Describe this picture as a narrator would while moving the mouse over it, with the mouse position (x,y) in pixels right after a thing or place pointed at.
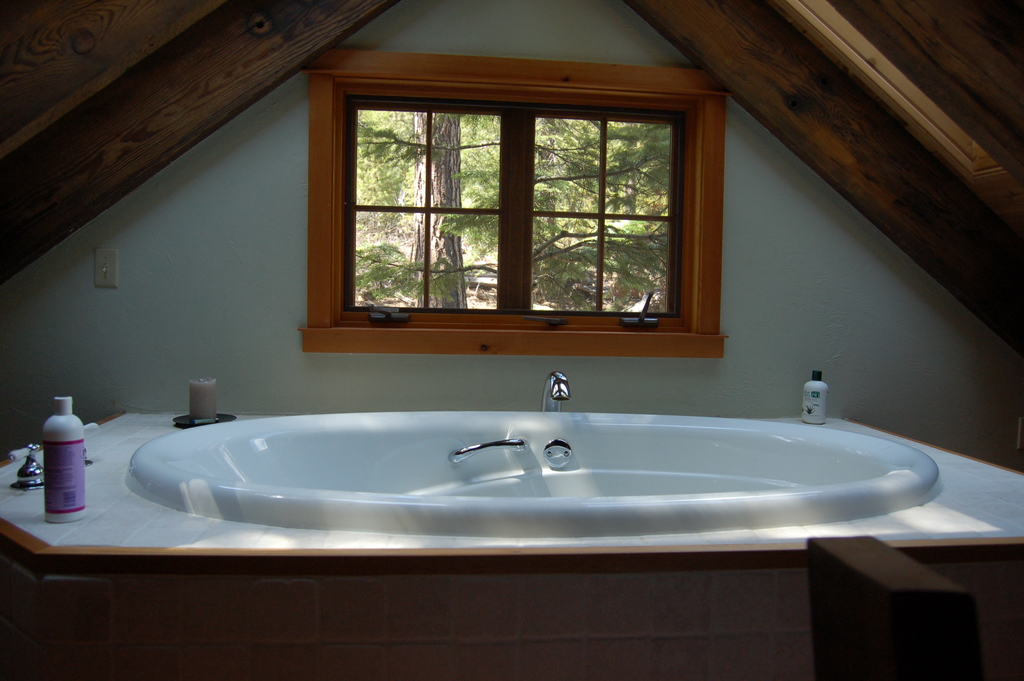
There is a bathtub (434,465) present at the bottom of this image (444,479). We can see a window (467,307) in the middle of this image (411,243). We can see trees (476,181) through this window (475,208).
